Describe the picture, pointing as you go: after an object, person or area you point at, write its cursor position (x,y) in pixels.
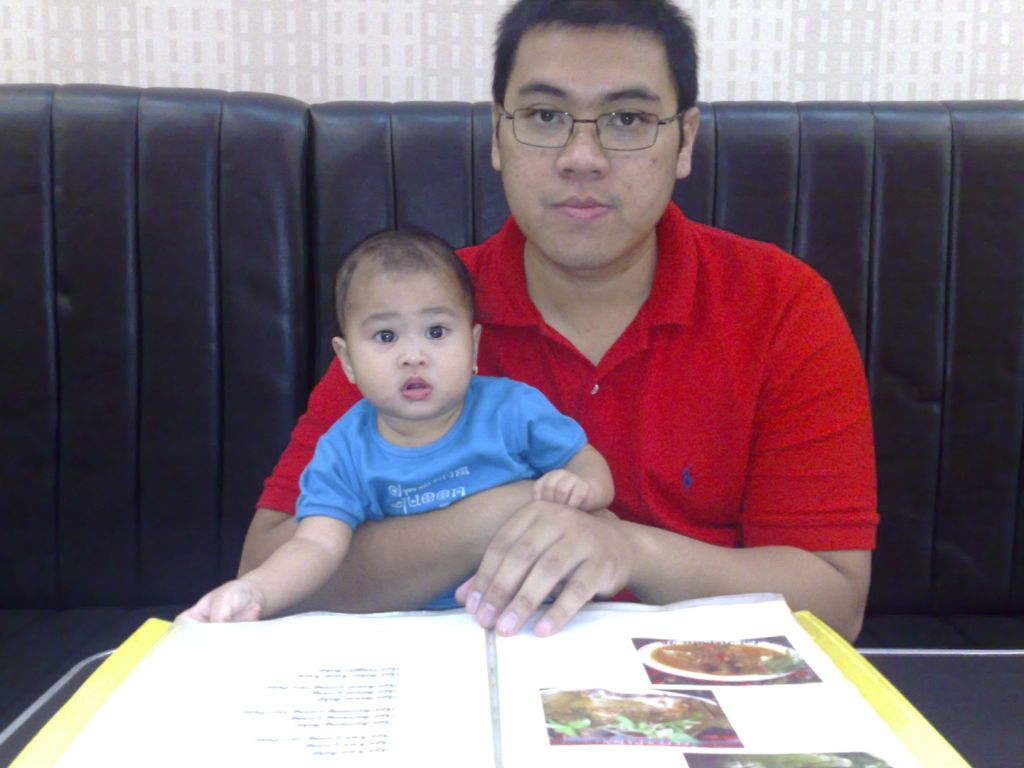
In the center of the image (587,365) we can see man (548,136) and baby (439,481) sitting on the sofa (909,573). At the bottom of the image (6,740) we can see table (8,726) and menu (457,744). In the background (813,1) there is wall (231,29).
